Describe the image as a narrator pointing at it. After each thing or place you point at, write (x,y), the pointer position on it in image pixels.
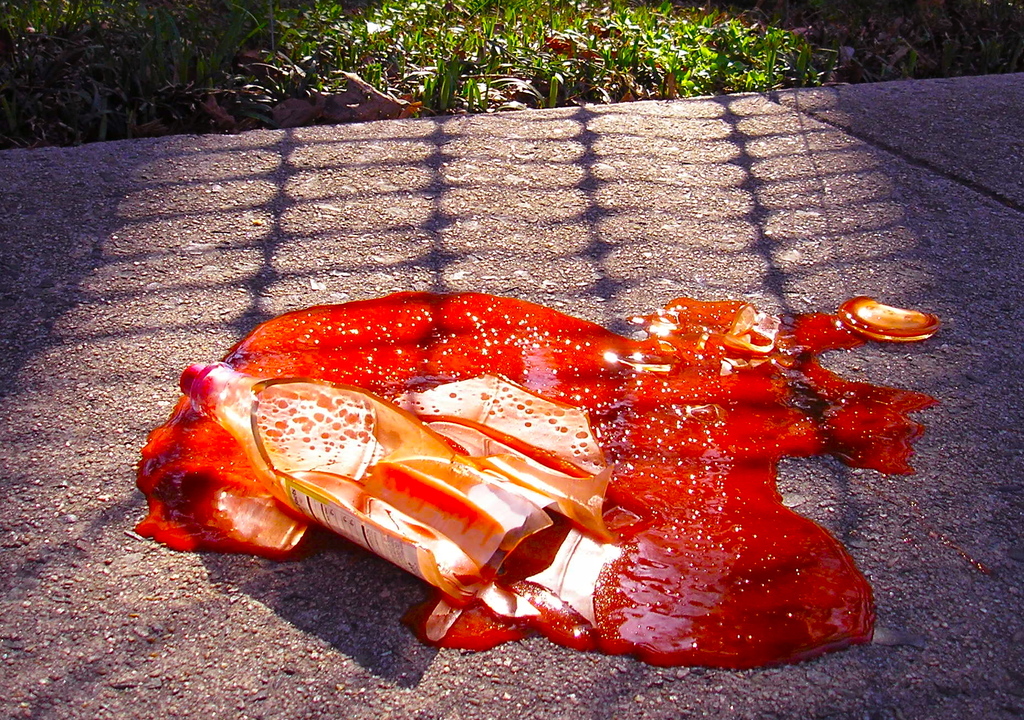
In the center of the image (425,475) we can see a bottle (414,489) broken on the road (941,547). We can see a liquid (734,490). In the background (404,113) there is grass (433,59).
